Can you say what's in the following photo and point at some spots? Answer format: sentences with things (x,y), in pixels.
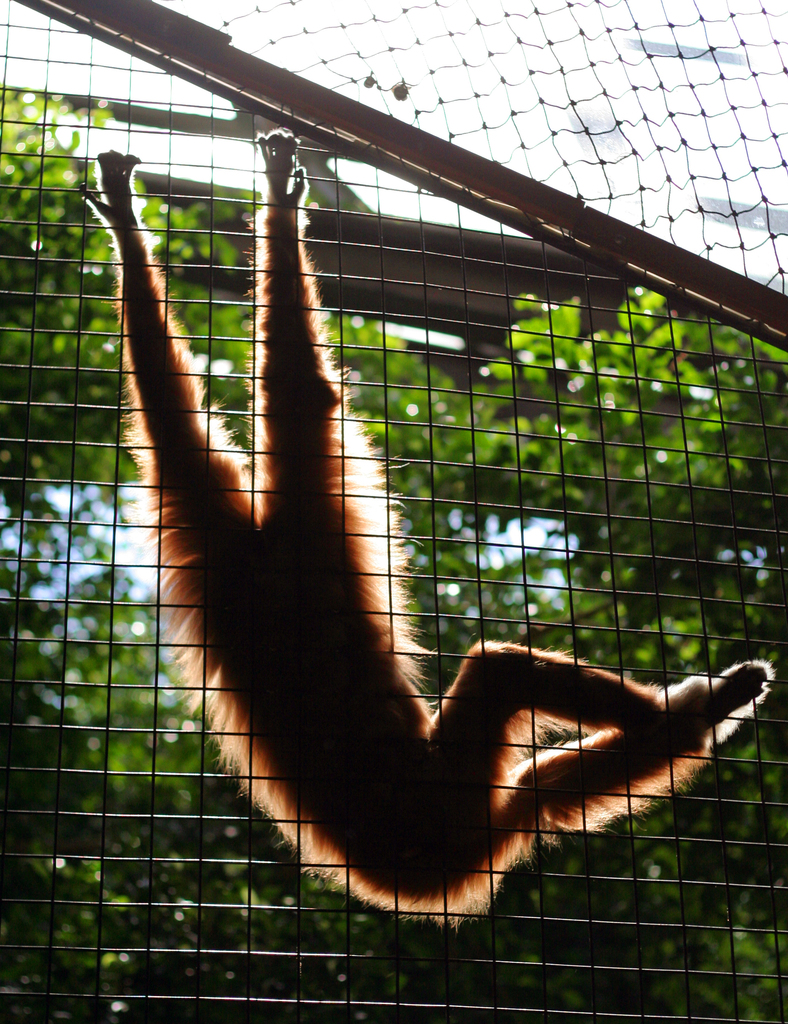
In the image we can see an iron fencing (300,917) on which there is a monkey (341,676) who is holding it in upside down direction. Behind the monkey (369,837) there are lot of trees (511,492).
